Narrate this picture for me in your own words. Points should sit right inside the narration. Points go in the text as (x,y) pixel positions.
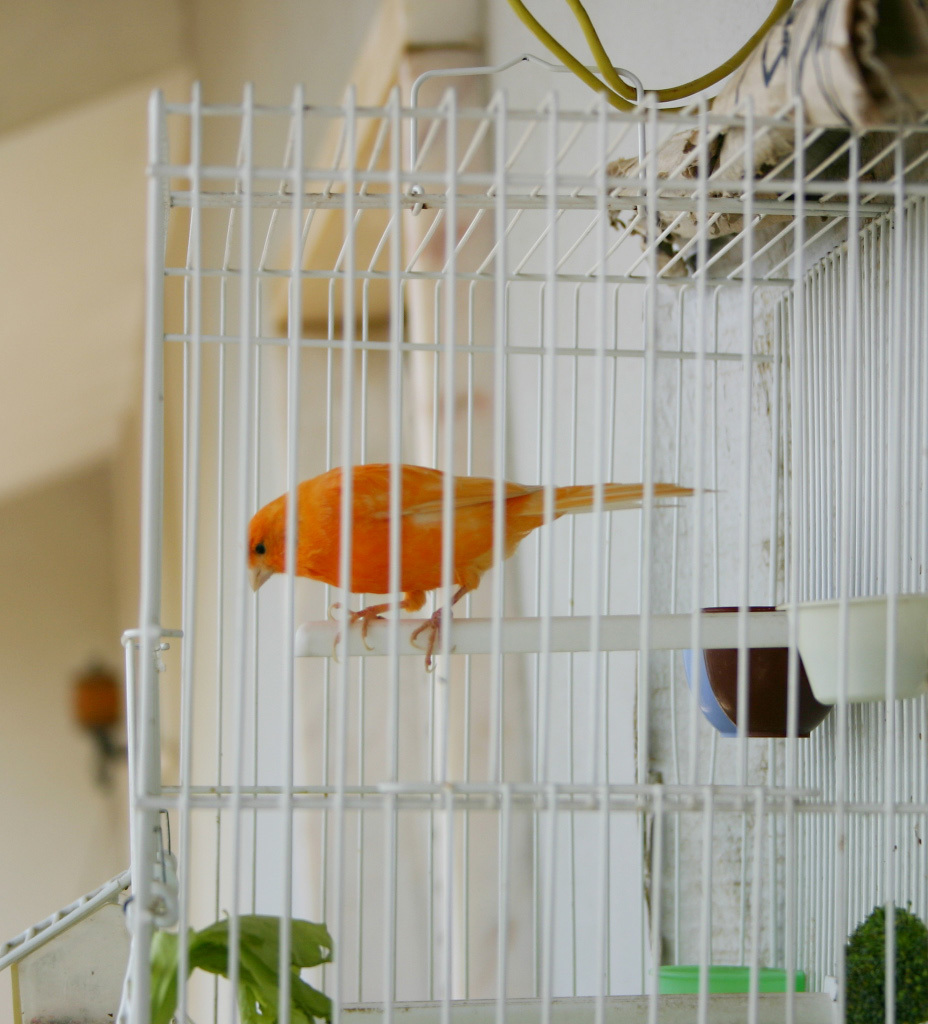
In this image there is a bird (270,509) in the cage (901,473) having few bowls (869,638) attached to the metal rods (661,181). Background (48,711) there is a wall (121,728) having a lamp (107,716) attached to it.
